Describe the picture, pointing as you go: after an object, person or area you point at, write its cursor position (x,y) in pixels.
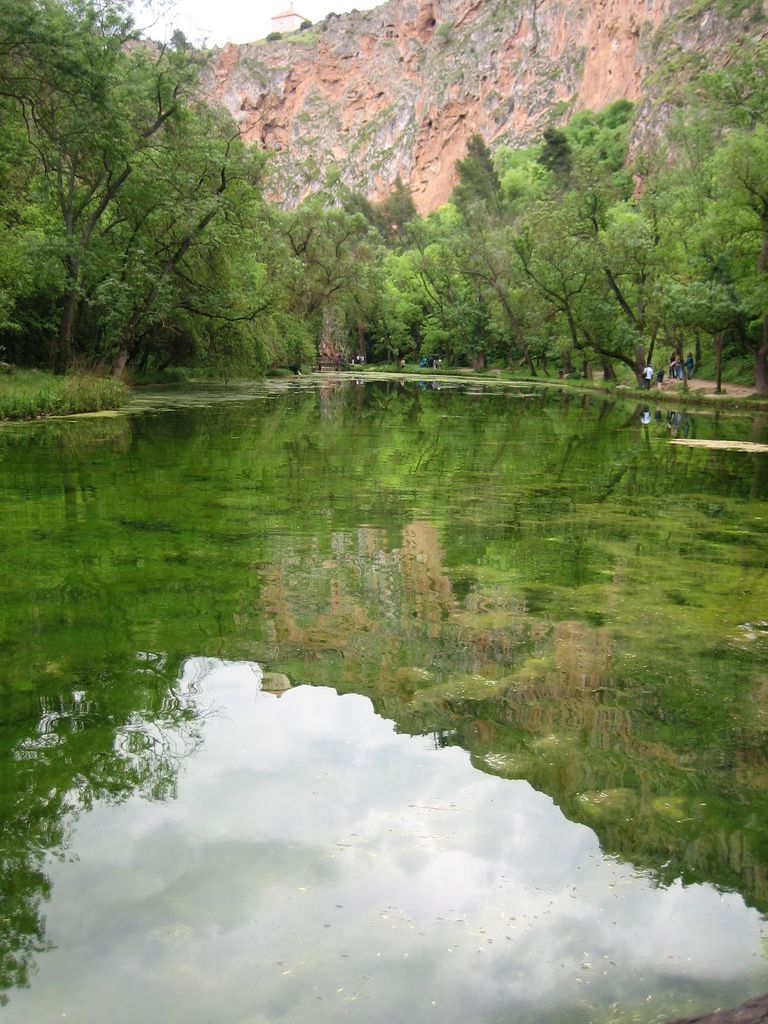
This image consists of a water (427,674). In the front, we can see many trees (455,329). In the background (390,89), there is a mountain (377,86). At the top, there is sky (316,15).
